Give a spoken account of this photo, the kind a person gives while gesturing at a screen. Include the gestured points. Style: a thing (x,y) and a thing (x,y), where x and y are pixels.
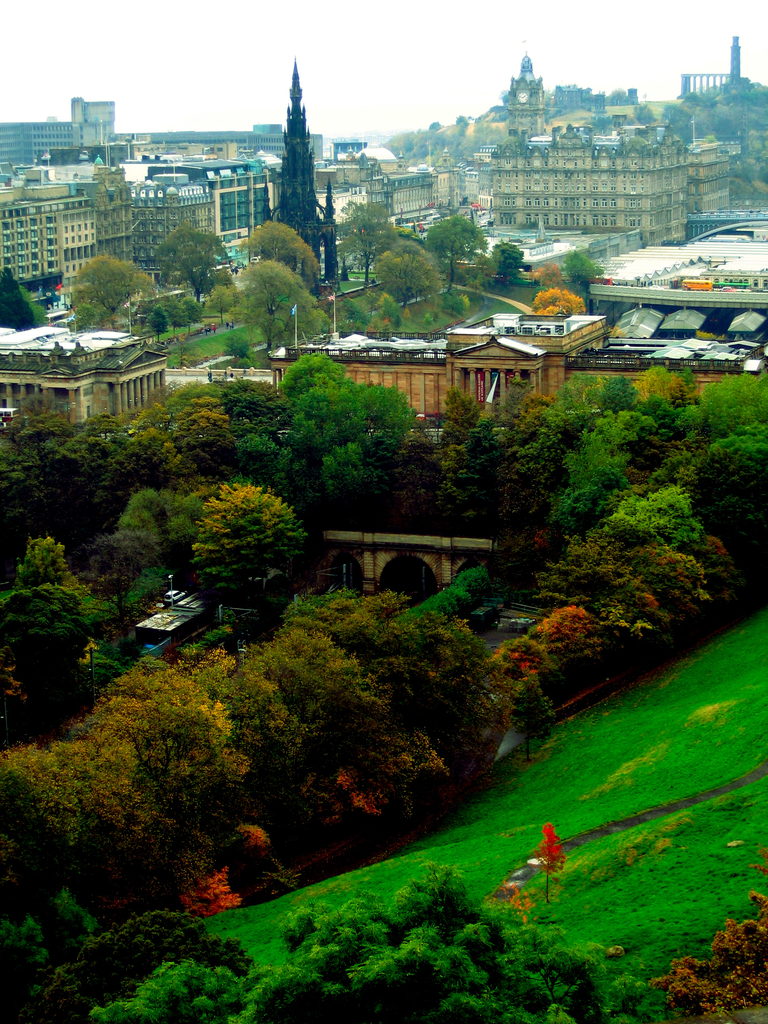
This image consists of many buildings (132,215). At the bottom (295,748), there are trees (313,738) and plants (424,914) along with green grass (537,790) on the ground (714,886). At the top (259,58), there is sky (297,46). It looks like it is clicked from the top view.
